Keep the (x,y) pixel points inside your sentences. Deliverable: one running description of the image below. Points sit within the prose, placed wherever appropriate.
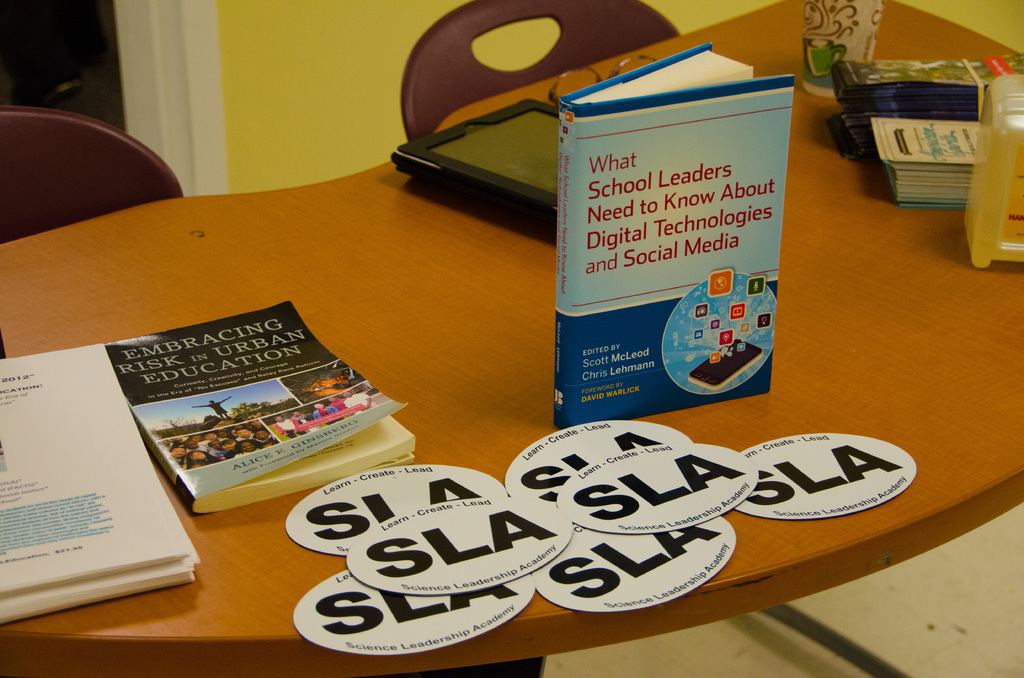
This picture is mainly highlighted with a books (758,256), pages (672,526), spectacles (640,66) and a gadget (526,147), glass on the table (530,352). Here we can see chairs (60,161) and a wall (298,56).
